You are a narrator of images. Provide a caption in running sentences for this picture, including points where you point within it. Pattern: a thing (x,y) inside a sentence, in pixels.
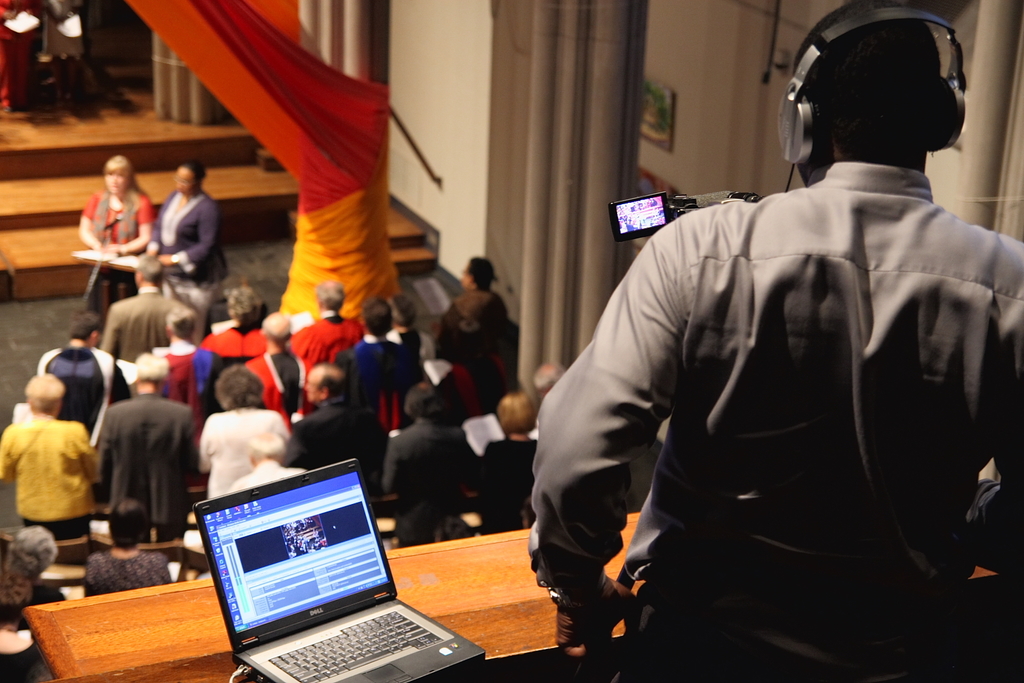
In the center of the image (532,427) we can see a group of people (375,369) are standing and holding the books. On the left side of the image (210,233) we can see two people (155,223) are standing, in-front of them we can see a table (129,268). On the table (111,260) we can see a boom (117,255), mic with stand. At the bottom of the image (435,582) we can see a table (517,645). On the table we can see a laptop (305,612). On the right side of the image (782,428) we can see a man (860,423) is standing and wearing headset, in-front of him we can see a camera (625,233) with stand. In the background of the image (189,29) we can see the wall (720,91), pillars (373,70), boards (655,124), stairs (57,123), lights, cloth (310,167) and floor (60,326).
